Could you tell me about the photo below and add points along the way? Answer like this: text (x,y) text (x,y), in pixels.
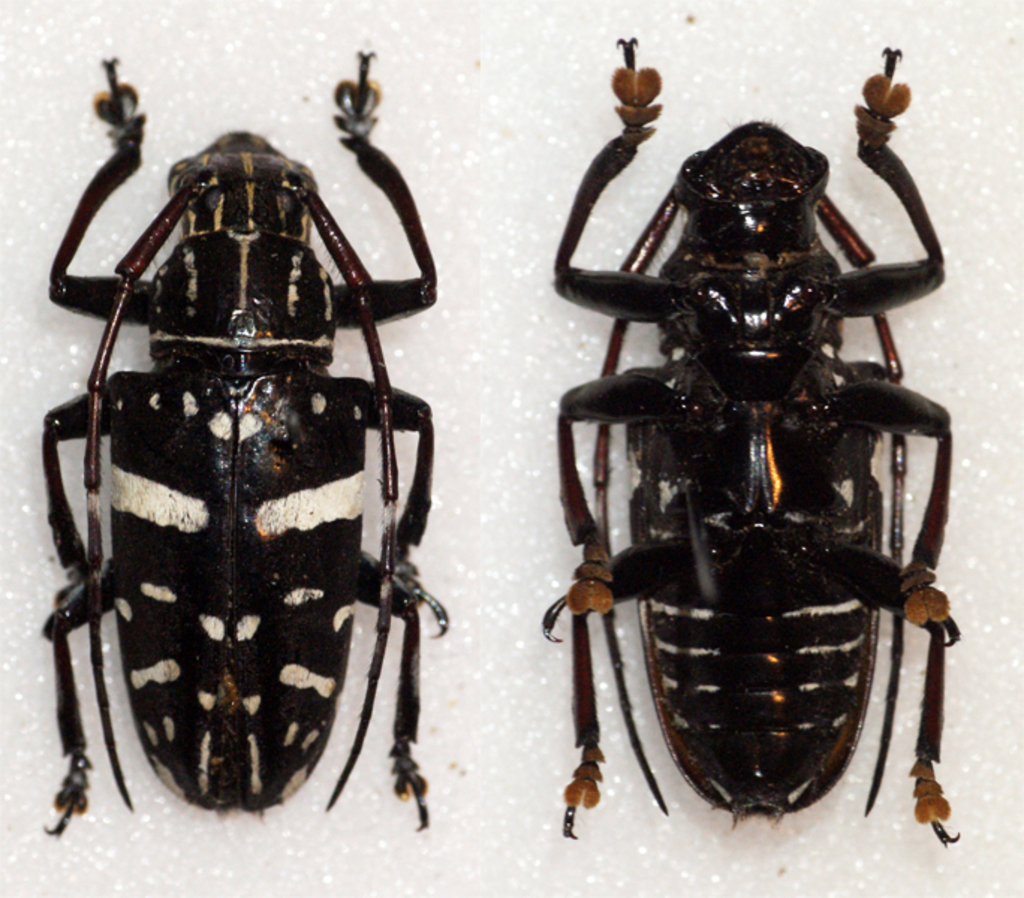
In this picture, we can see two beetles (794,364) which are in black color and the background (796,4) is in white color.
